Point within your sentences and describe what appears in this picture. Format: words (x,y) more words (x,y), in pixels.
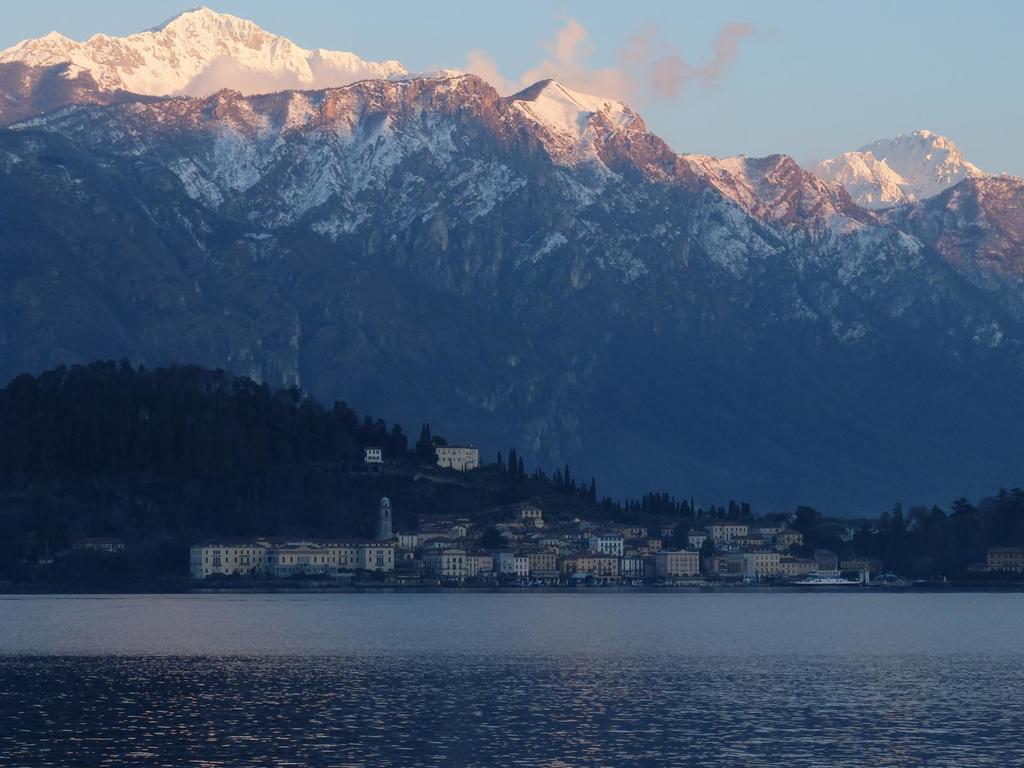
In this image there is water (398,692) and we can see buildings (551,562) and trees (383,483). In the background (221,226) there are mountains (419,175). At the top (435,66) there is sky (418,59).
